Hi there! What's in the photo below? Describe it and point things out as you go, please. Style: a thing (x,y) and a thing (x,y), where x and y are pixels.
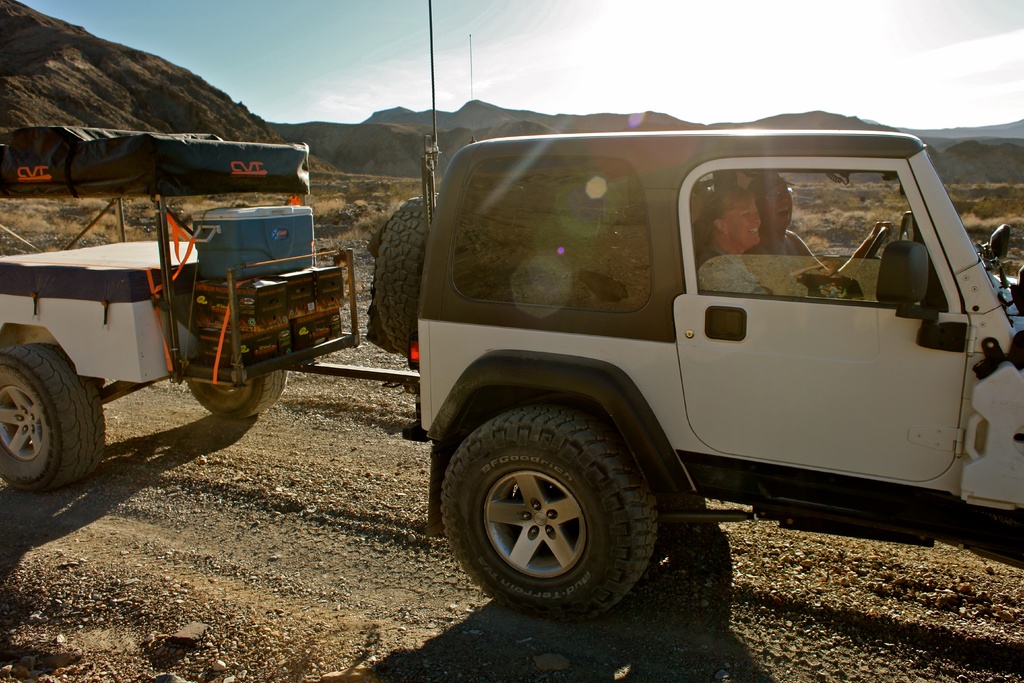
In this image I can see a vehicle (793,372) which is white and black in color on the road (754,581) and two persons (729,210) sitting in the vehicle (797,281). Behind it I can see another vehicle (131,343) which is white and black in color and few boxes (253,313) in it. In the background (111,69) I can see few mountains (263,128), the sky (300,49) and some grass (388,190) on the ground (971,204).
